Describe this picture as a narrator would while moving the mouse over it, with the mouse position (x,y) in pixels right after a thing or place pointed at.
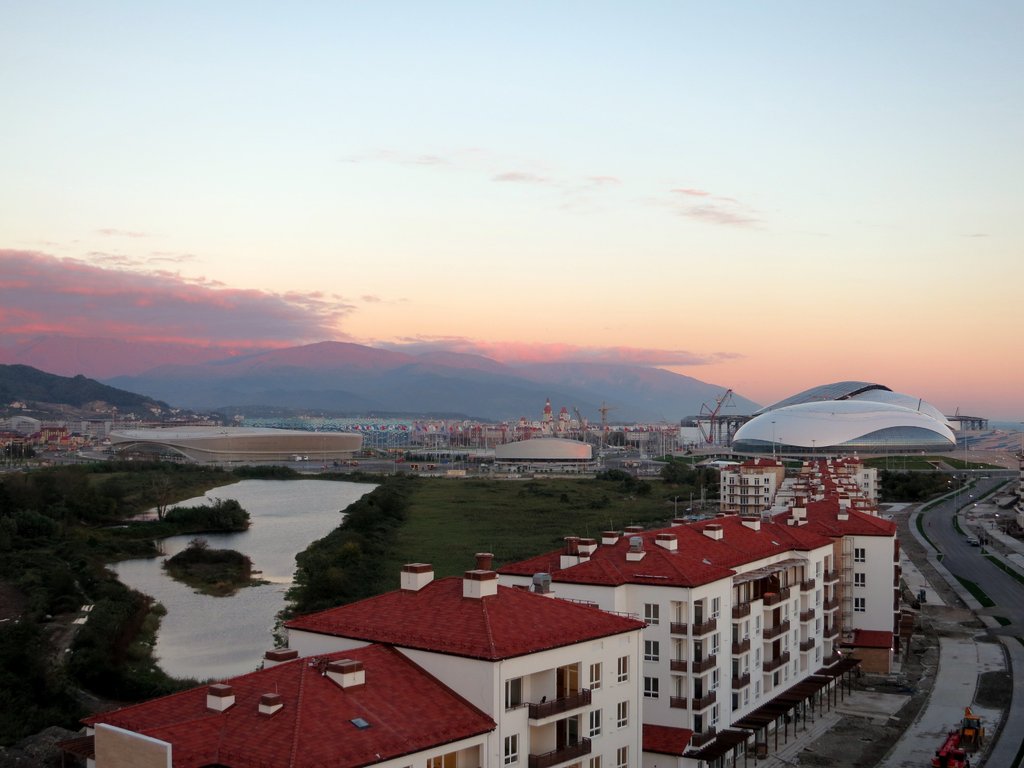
On the right side (956,440), there is a road (946,527), there are trees (953,481), buildings (914,438) and grass (598,491) on the ground (625,491). On the left side (208,535), there is water (190,656), there are trees (202,578), buildings (55,437) and grass (154,472) on the ground (222,475). In the background (40,394), there is a mountain (335,401) and there are clouds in the sky (284,113).
